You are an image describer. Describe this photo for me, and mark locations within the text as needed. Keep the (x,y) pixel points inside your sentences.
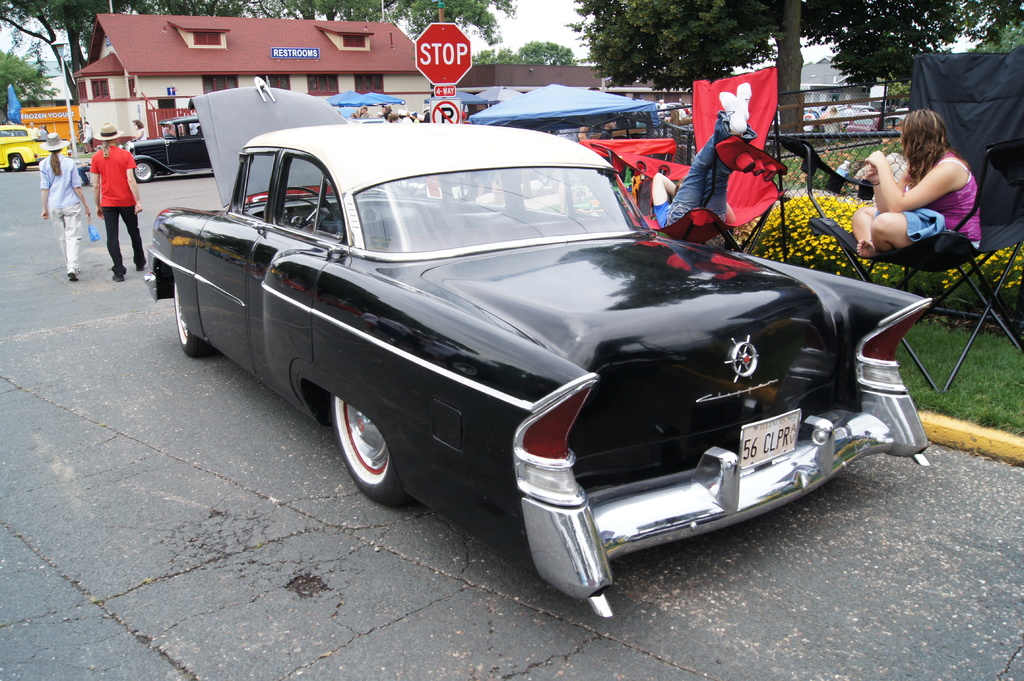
In this image in the front (345,263) there is a car (396,294) which is black in colour. On the right side (972,379) there is grass (987,390) on the ground (987,390) and there is a person (881,223) sitting and there are plants (847,224) and there is a black chair (989,117) and there are red colour objects (746,177). In the background (184,135) there are buildings (353,64), trees (422,23), cars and there are persons (52,187). In the center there is a board (454,86) with some text (454,86) written on it and there are blue colour tents (481,97).
